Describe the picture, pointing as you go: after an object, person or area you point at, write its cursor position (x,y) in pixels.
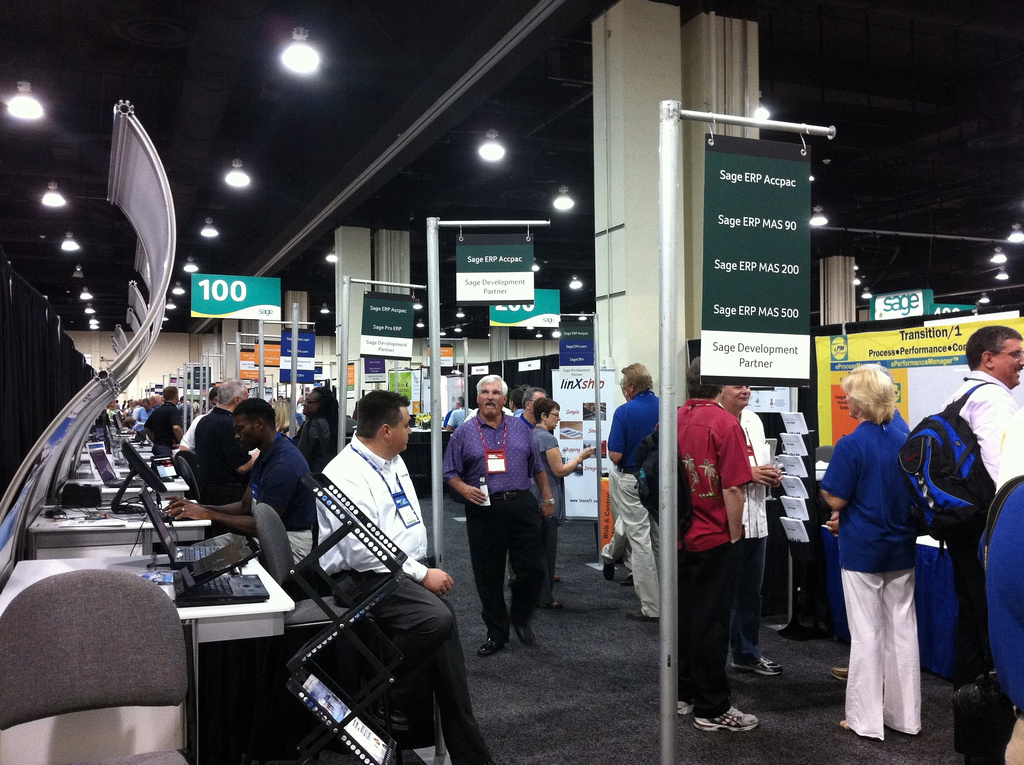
On the left (256,502) there are few people (292,465) sitting on the chair (10,639) and working on the computer (238,554). On the right (754,548) there are few people (863,381), hoardings (950,360), poles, banners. On the rooftop (243,141) there are lights (316,66).
